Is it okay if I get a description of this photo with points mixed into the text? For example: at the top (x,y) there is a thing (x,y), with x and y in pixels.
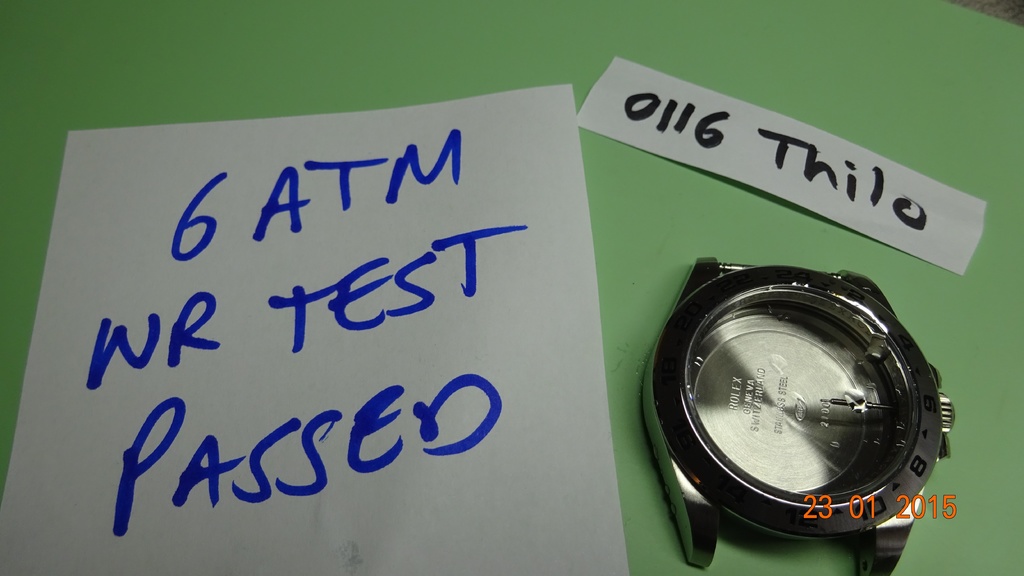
In this image I can see two pages (358,329) and a watch (749,365) are placed on a table (423,95). On the papers (392,281) there is some text (213,479).
